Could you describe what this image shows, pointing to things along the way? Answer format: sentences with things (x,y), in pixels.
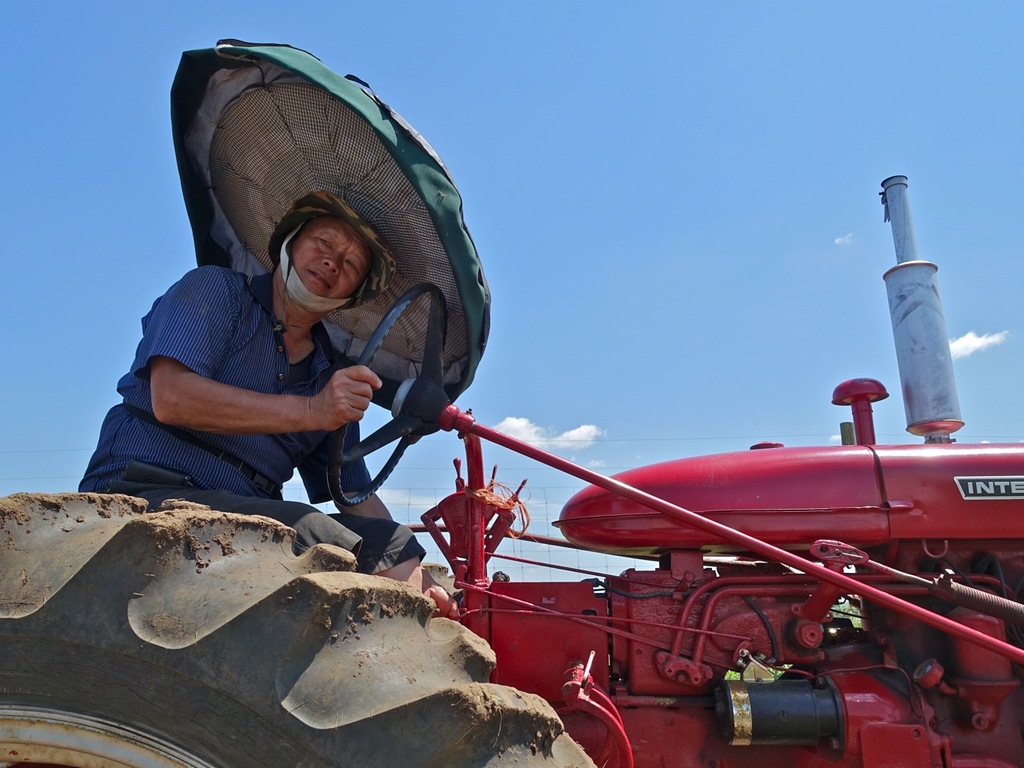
In this image we can see a person (366,407) wearing a hat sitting in a tractor (468,617). On the backside (652,410) we can see the sky (589,364) which looks clear.
